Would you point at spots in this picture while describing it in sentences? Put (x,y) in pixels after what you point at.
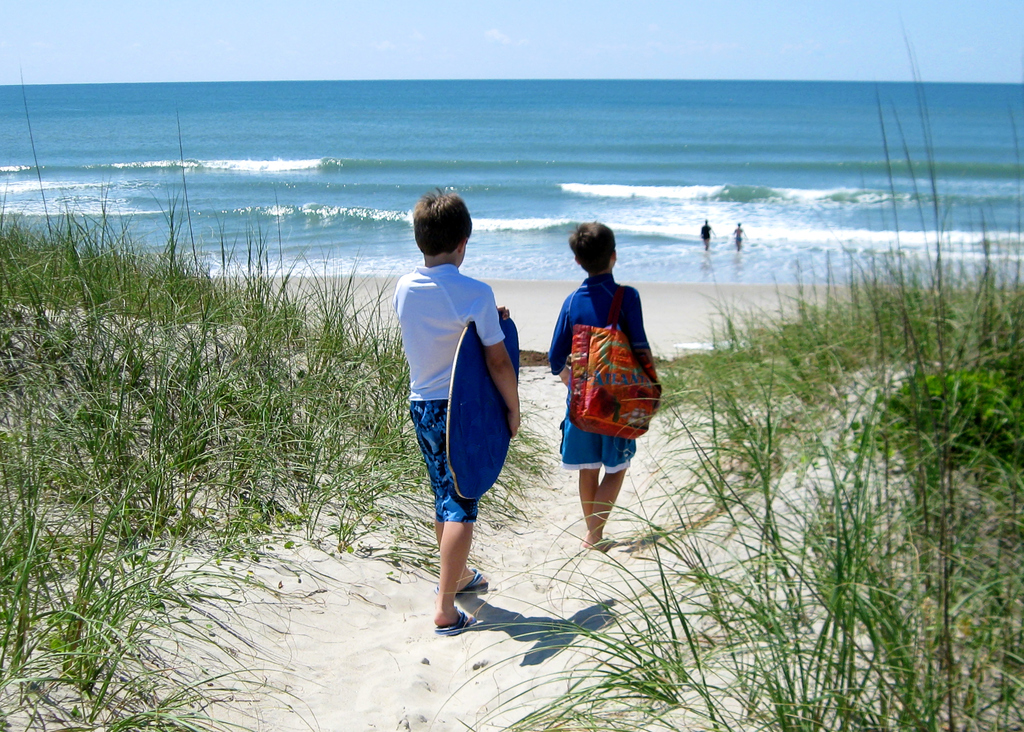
In this image In the middle (444,395) there are two boys (497,380) are walking towards the beach (776,294). On the right (775,292) there is sand (689,538) and grass (871,493). In the background (712,152) there is sea (598,182), two people (740,233), waves (712,227) and sky (367,61).
